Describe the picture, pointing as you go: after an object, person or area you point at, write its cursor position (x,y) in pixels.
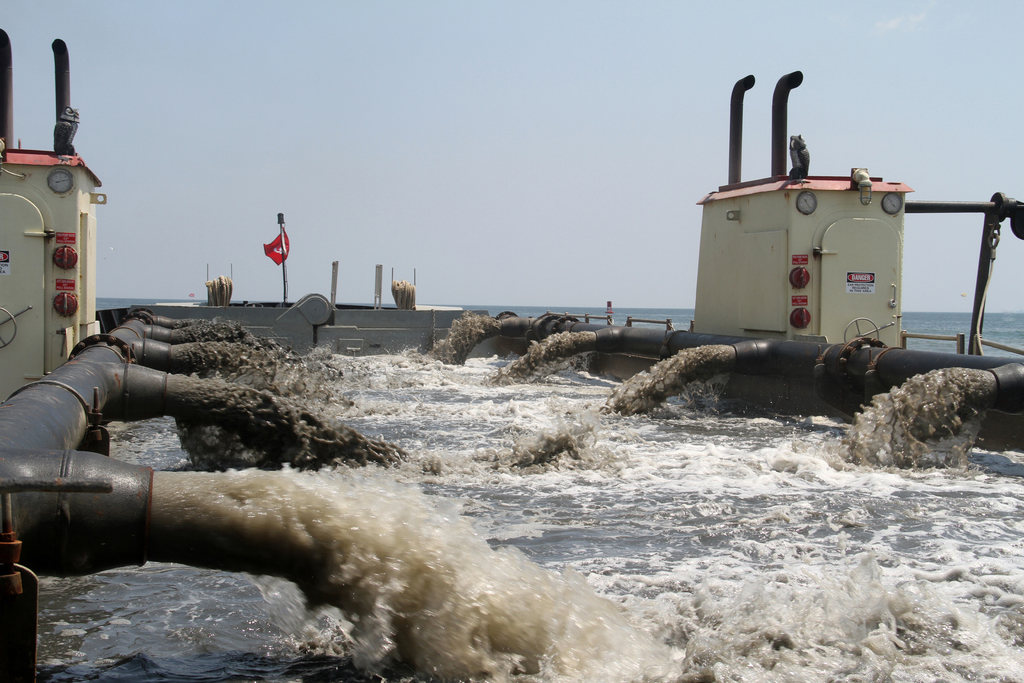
In this image we can see water (387,483), water pipe lines (71,546), electric house (756,285), flag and sky (551,155) in the background (332,235).
